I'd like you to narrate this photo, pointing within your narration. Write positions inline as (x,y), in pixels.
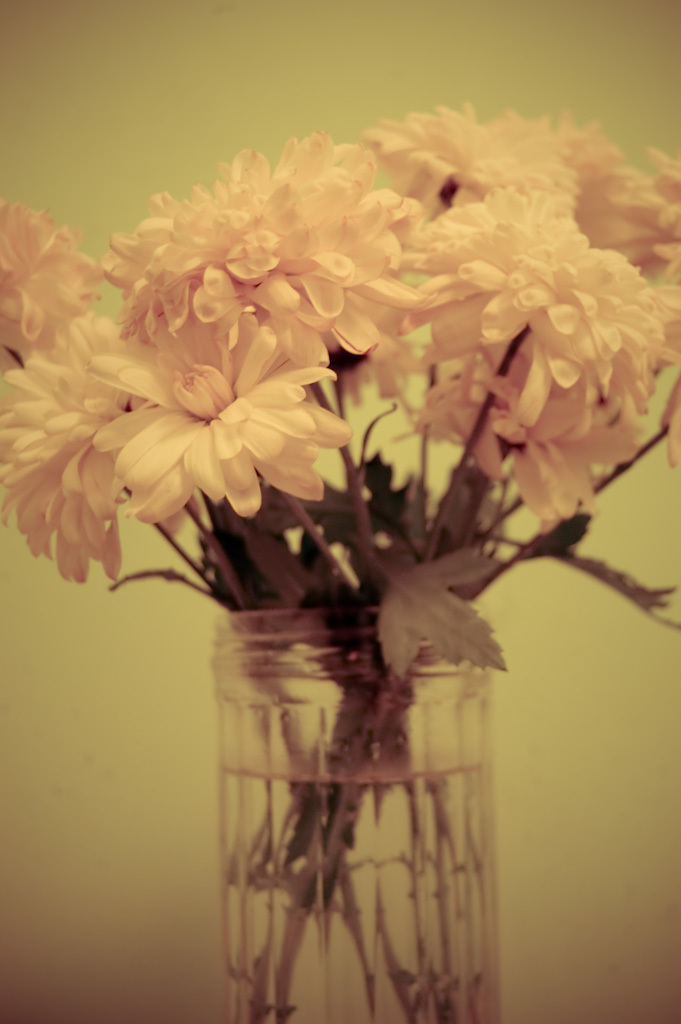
In this image we can see some flowers (352,466) which are kept in a bottle (377,837) in which there is water (312,827) and the flowers (245,308) are of pink color.
